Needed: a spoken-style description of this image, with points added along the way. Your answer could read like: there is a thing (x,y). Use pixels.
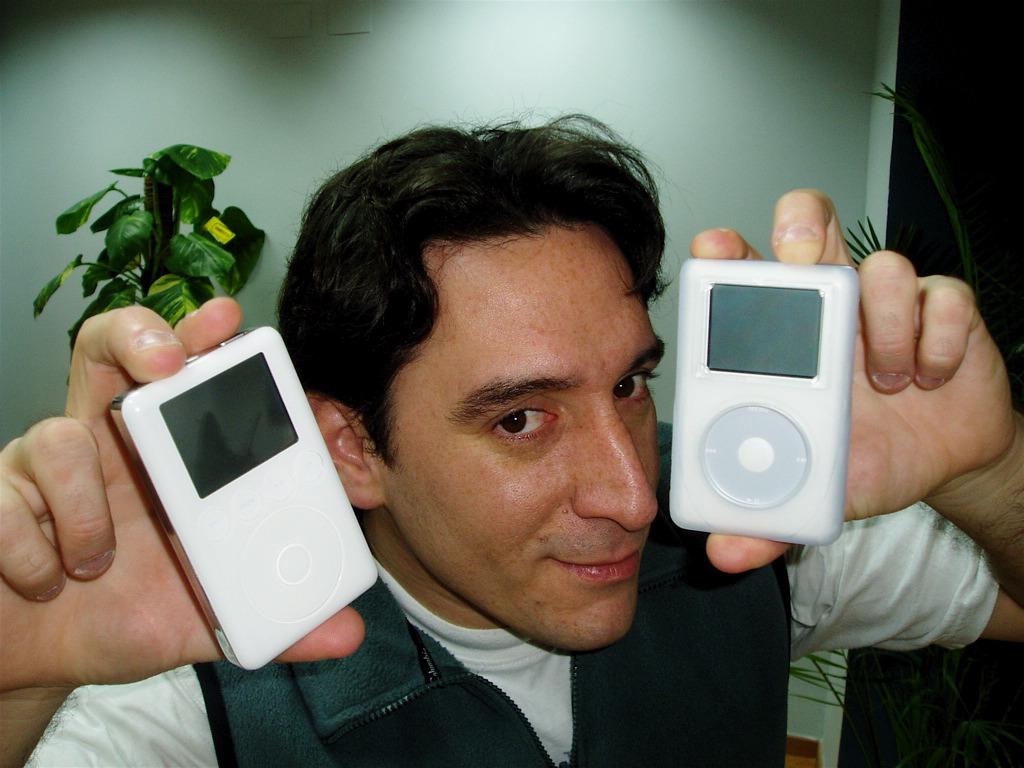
In the picture there is a man (565,398), he is holding two ipods (291,565) with his hands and behind the man (445,163) there are two plants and behind the plants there is a wall (727,133).
